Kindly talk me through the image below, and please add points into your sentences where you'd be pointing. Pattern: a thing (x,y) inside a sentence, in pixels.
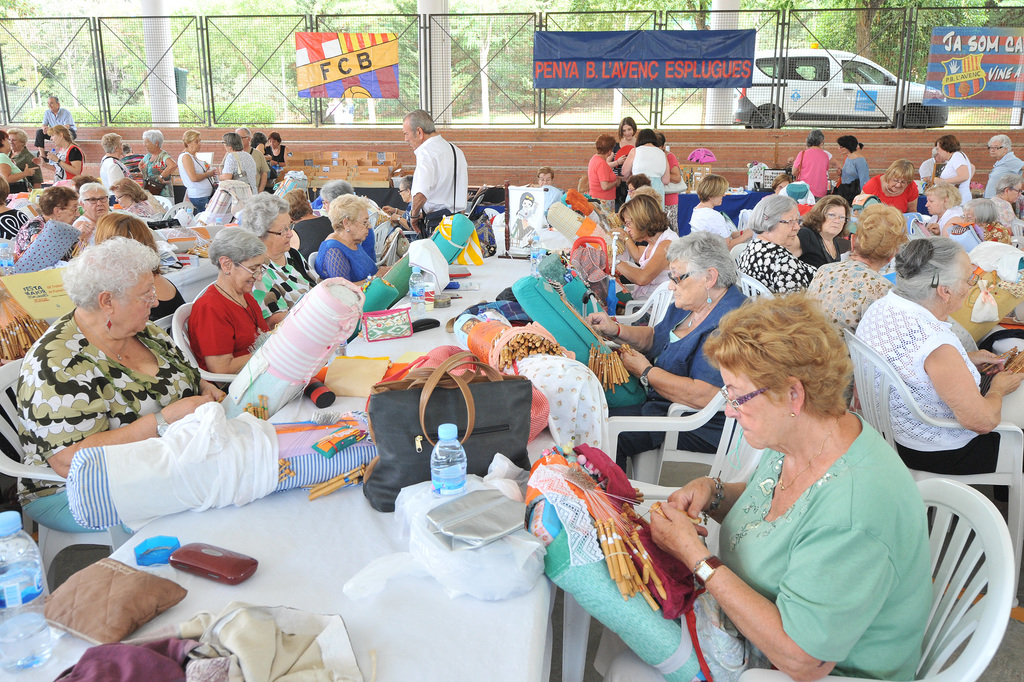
This image is taken indoors. In this image many people (809,477) are sitting on the chairs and a few (244,175) are standing. There are many tables (341,506) with many things (432,274) on them. In the background (231,54) there is a mesh (284,54) and there are two banners (663,67) and a board (977,66) with a text (1002,77) on them. There are a few trees (452,35) and plants (925,42) on the ground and a car (777,60) is parked on the ground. There are three pillars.
